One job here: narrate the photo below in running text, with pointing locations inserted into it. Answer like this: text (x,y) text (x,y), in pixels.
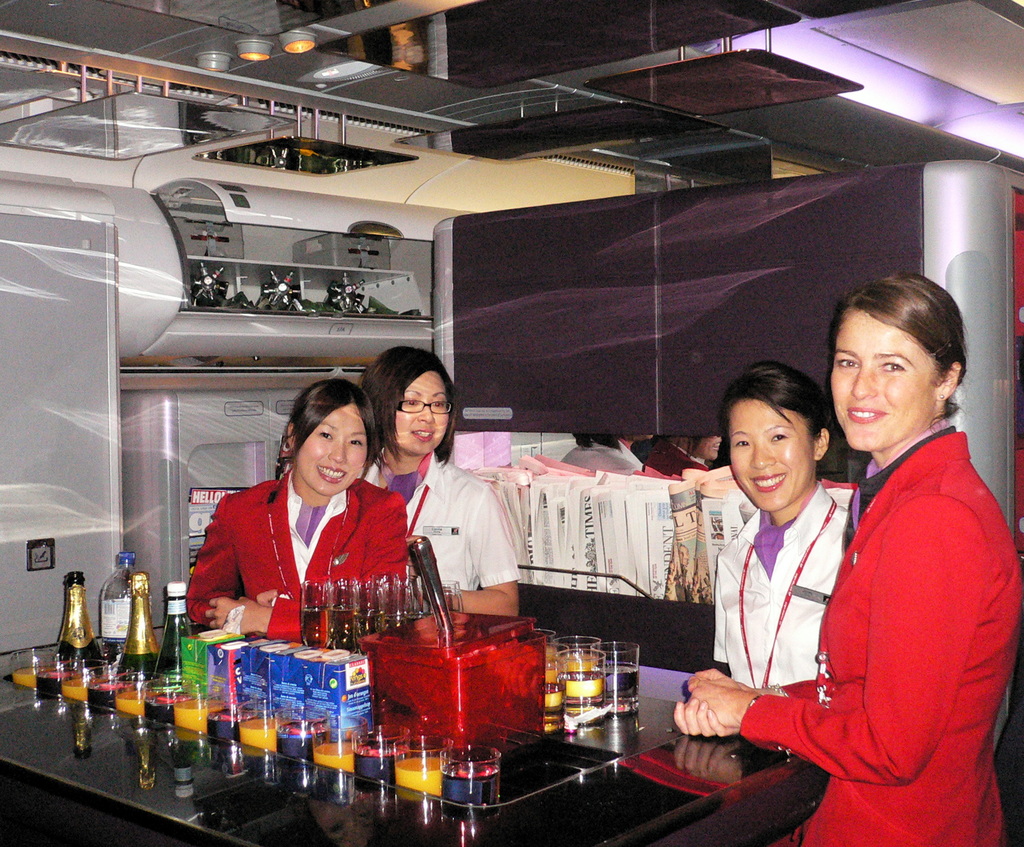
In this image I can see four women (419,498) standing and wearing different color dress (472,540). In front (71,595) I can see a glasses (376,757), bottles (71,615), and some objects (460,699) on the table (625,727). Background (554,517) I can see few news papers (565,498) and machines (333,293).
